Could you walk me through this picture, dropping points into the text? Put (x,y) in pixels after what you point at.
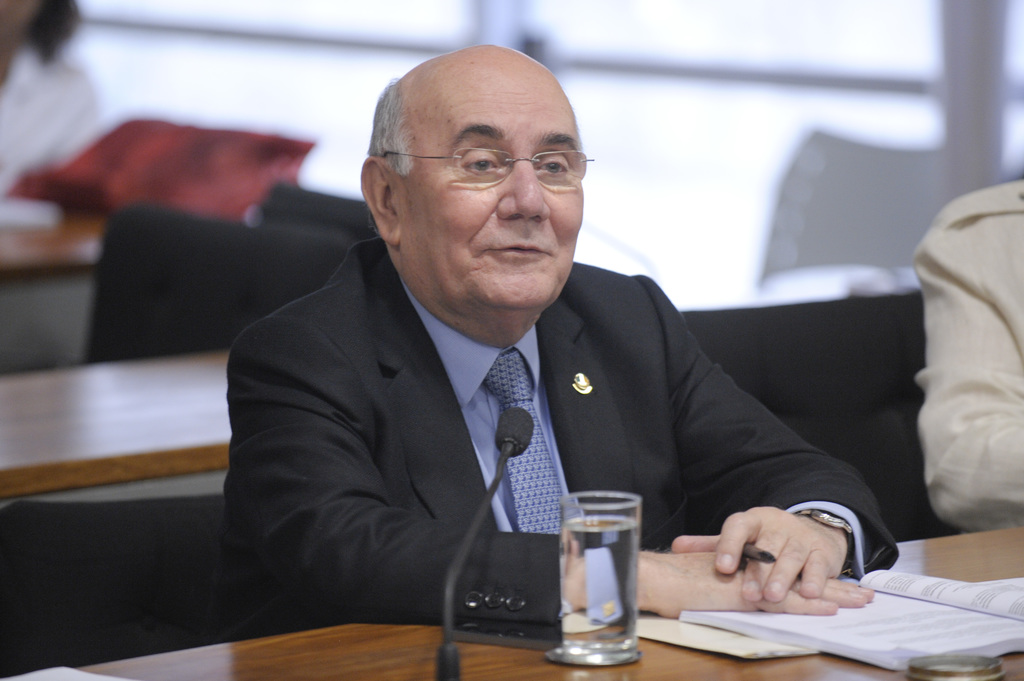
In this picture there is a man (527,388) who is wearing spectacle (542,162), suit (647,429) and watch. He is holding a pen (756,556). He is sitting on the chair (892,431) near to the table (406,654). On the table (406,654) i can see the books (780,639), papers (688,629), water glass (568,514) and mic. On the right (990,466) there is another person (986,446) who is sitting on the chair (875,417). On the top (51,9) there is another woman (14,77) who is sitting near to the table (56,248) and there is a window (284,87).
